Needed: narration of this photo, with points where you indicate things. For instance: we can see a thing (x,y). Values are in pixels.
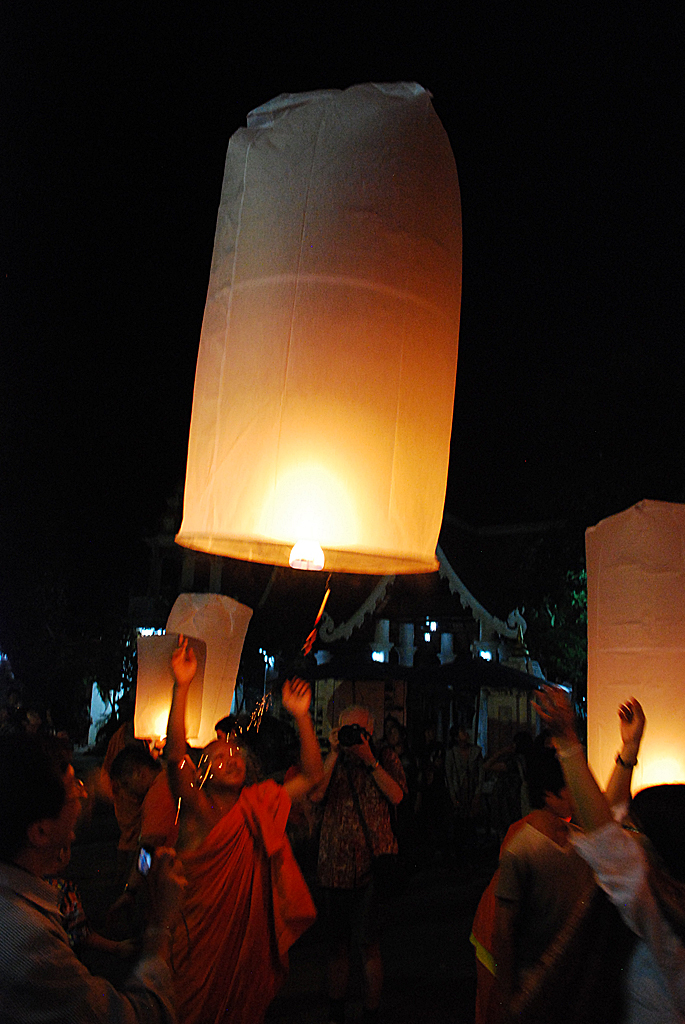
In this picture I can see some people (194,864) are flying sky lanterns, among one person (358,753) is holding camera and taking pictures, behind I can see some buildings (436,671), trees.
